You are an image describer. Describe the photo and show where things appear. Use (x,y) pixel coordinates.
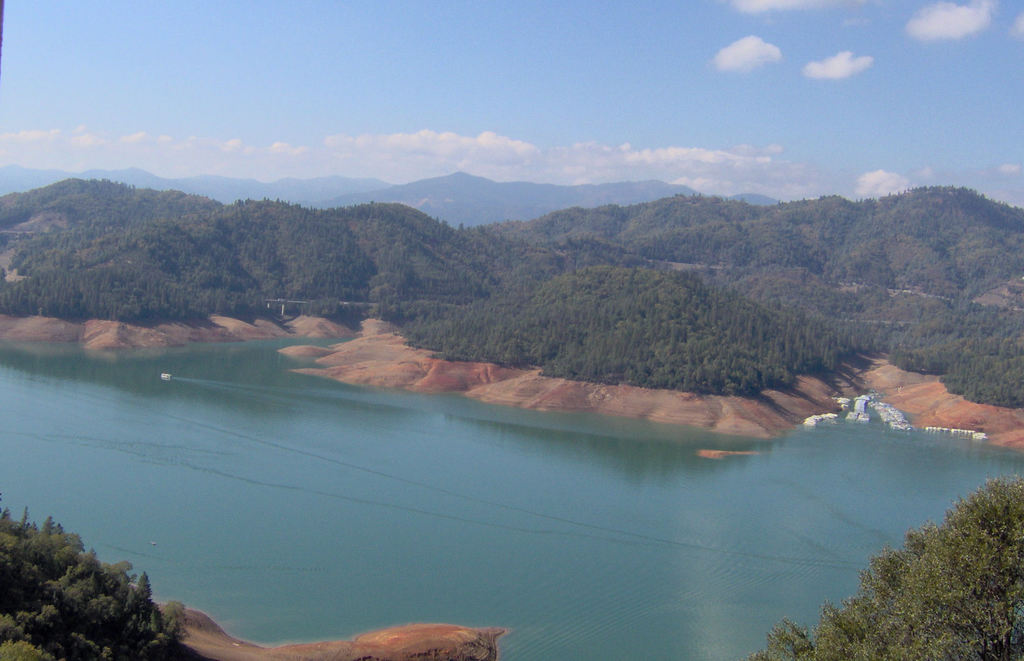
In this picture we can observe a river (314,491) flowing. There are some trees (364,286) and hills (537,252) in the background (499,228). We can observe sky (468,134) with some clouds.
